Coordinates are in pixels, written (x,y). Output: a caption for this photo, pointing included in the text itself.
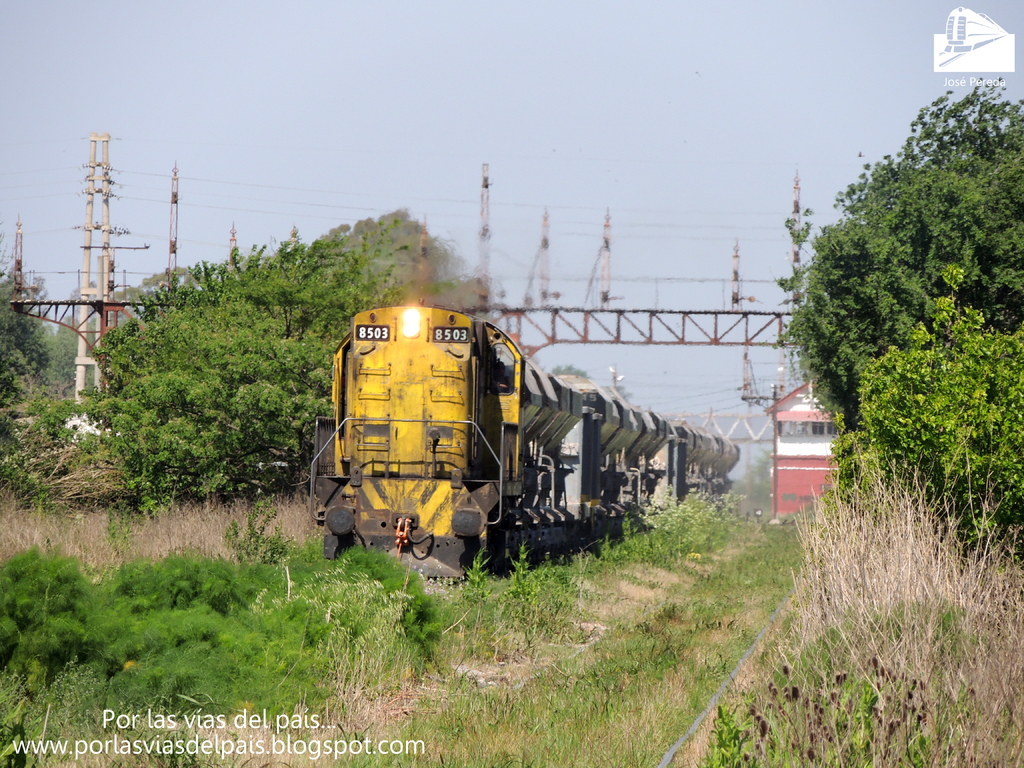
In this image I can see the train (427,534) and the train (473,355) is in yellow color and I can also see a light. Background (380,302) I can see trees (816,272) in green color, few towers (733,271) and the sky (398,102) is in white color.
